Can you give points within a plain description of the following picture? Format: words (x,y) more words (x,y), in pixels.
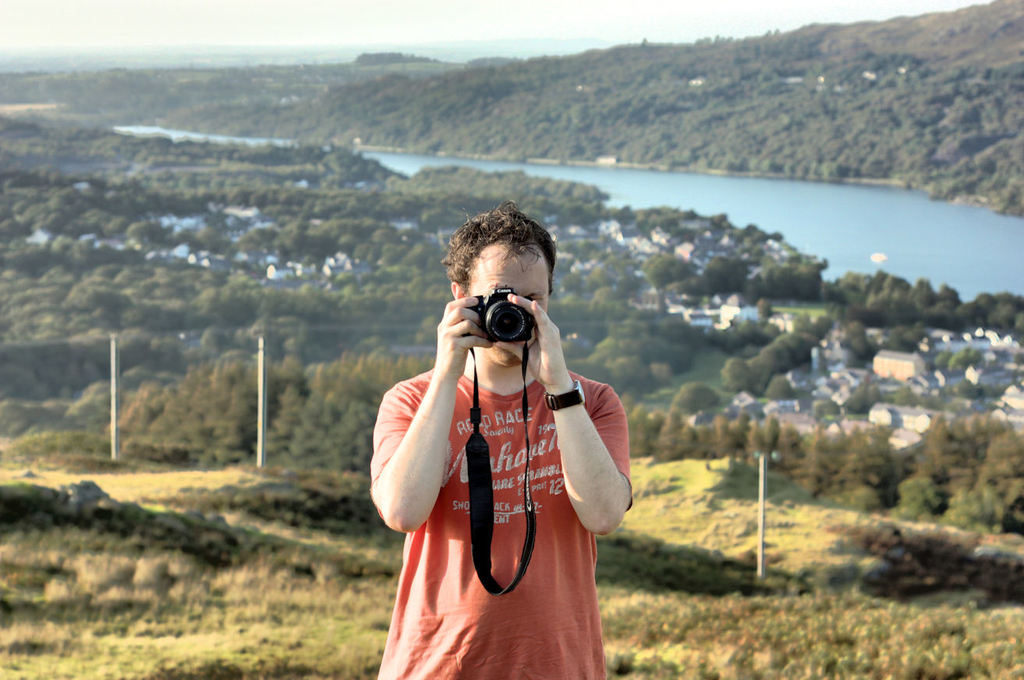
In the center of the image (577,411) we can see a man (504,447) standing and holding a camera (512,327) in his hand (535,319). In the background (757,222) there are hills (780,169), water (863,249), sheds (770,413) and poles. At the top (347,14) there is sky (394,8).
